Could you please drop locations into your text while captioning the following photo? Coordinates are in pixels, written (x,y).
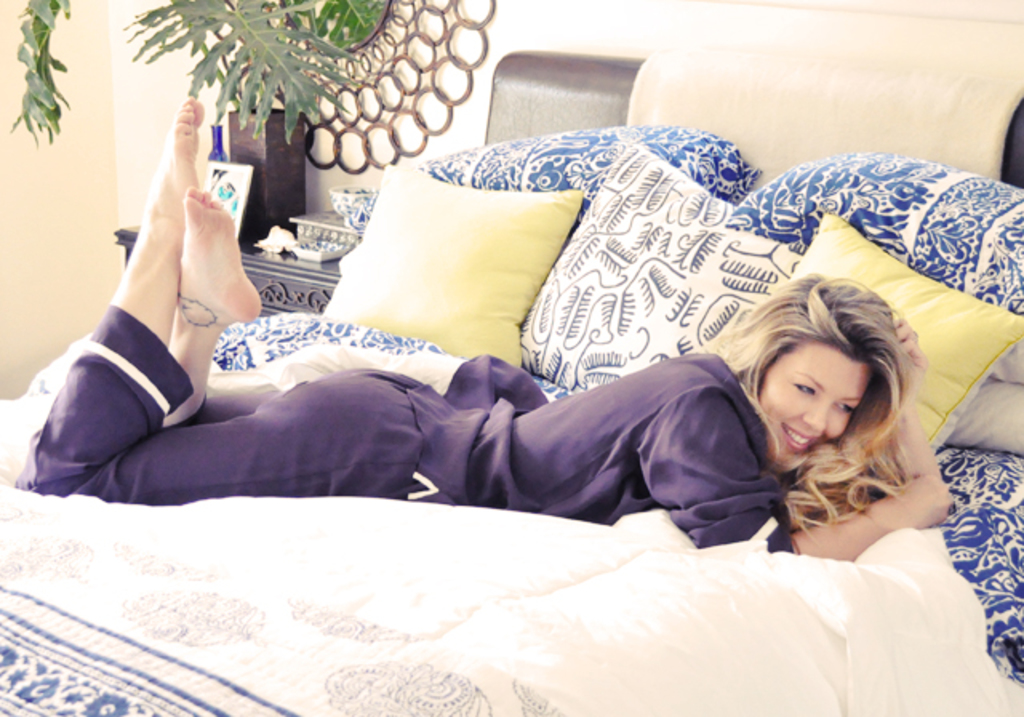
In the middle of the image (627,443) a woman (829,415) is lying and smiling on the bed (18,420). Top right side of the image (958,195) there are some pillows (782,175). Top left side of the image (287,34) there is a table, On the table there is a plant (206,67).
